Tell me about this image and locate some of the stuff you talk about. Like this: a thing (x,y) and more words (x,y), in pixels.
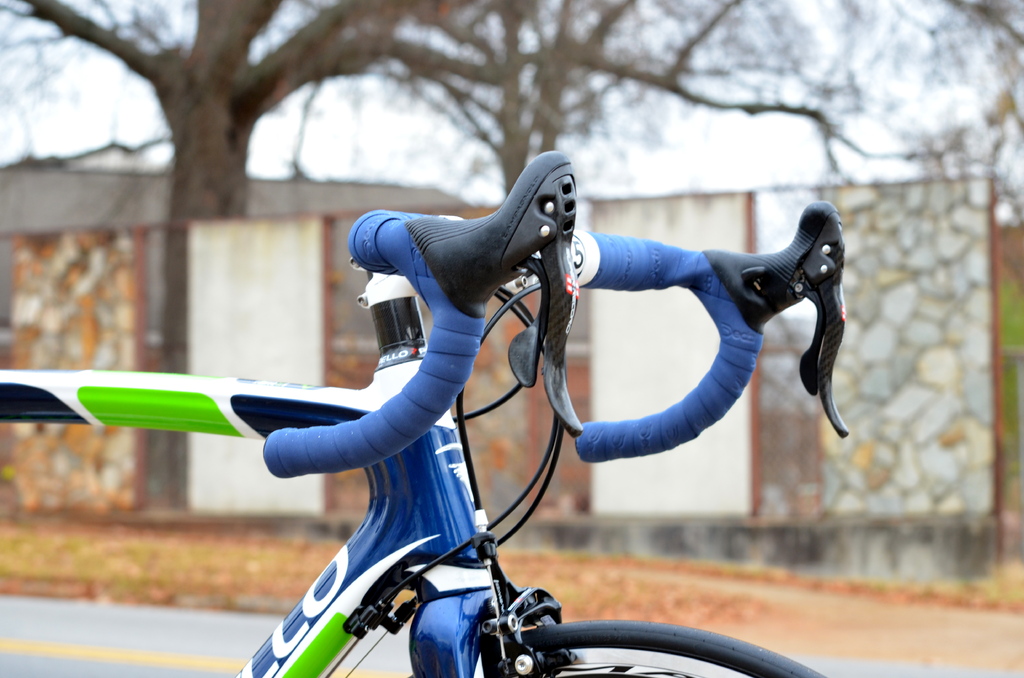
In this image there is a bicycle (333,406). In the background (247,301) there is a wall (268,253), tree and a sky (708,153).
